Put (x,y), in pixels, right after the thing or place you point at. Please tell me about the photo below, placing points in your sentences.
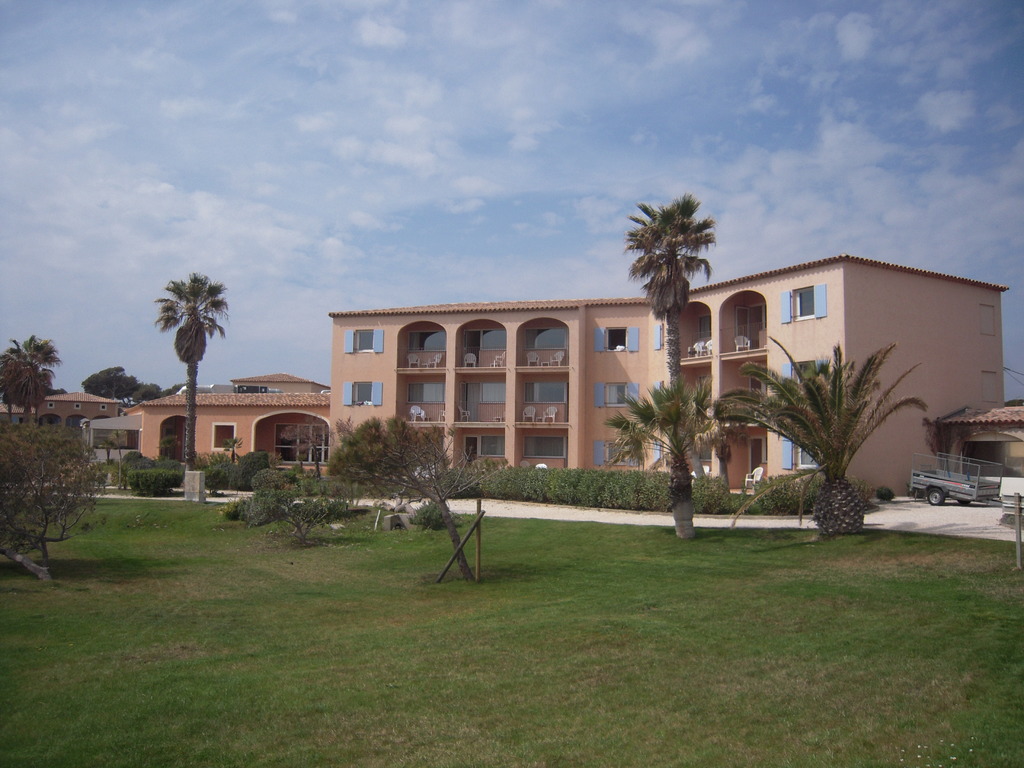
There is a grass lawn (329,572). On that there are trees (676,513). Also there is a road (489,506). Beside the road (530,505) there are bushes (276,480). There are buildings (267,417) with windows (416,349), arches (526,348) and sit out (526,391). On the sit out (752,332) there are chairs (747,348). On the right side (952,477) near to the building (906,488) there is a cart (946,491). In the background (494,162) there is sky (368,158) with clouds (212,126).
